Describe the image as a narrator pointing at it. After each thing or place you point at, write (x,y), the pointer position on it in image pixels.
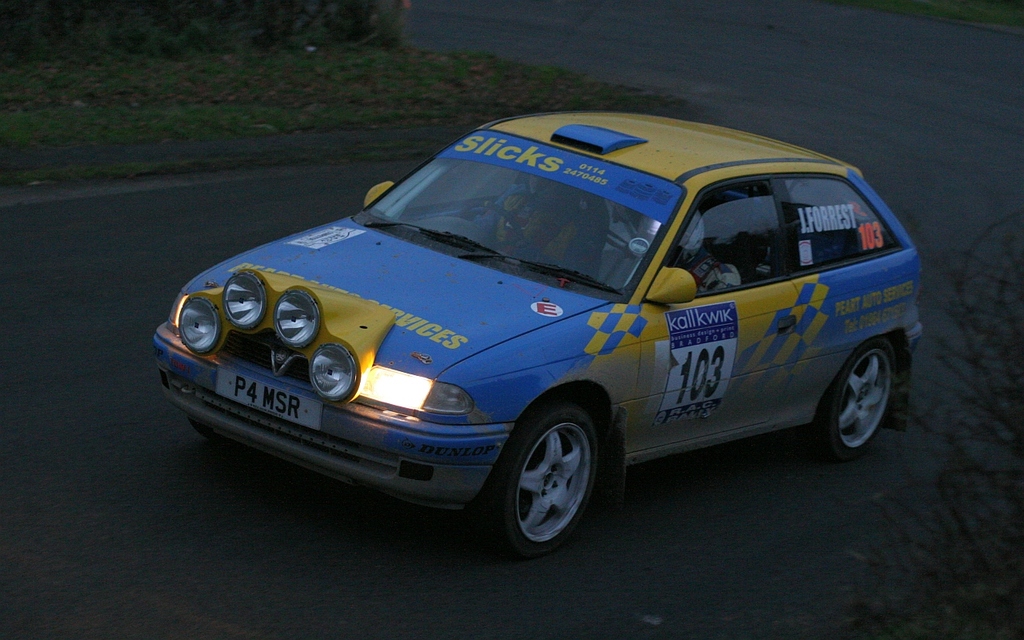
In this image there is a car (797,199) on a road (919,197), in that car (846,452) there are people (703,243) sitting, in the top left (80,121) there is a grassland (250,79).
